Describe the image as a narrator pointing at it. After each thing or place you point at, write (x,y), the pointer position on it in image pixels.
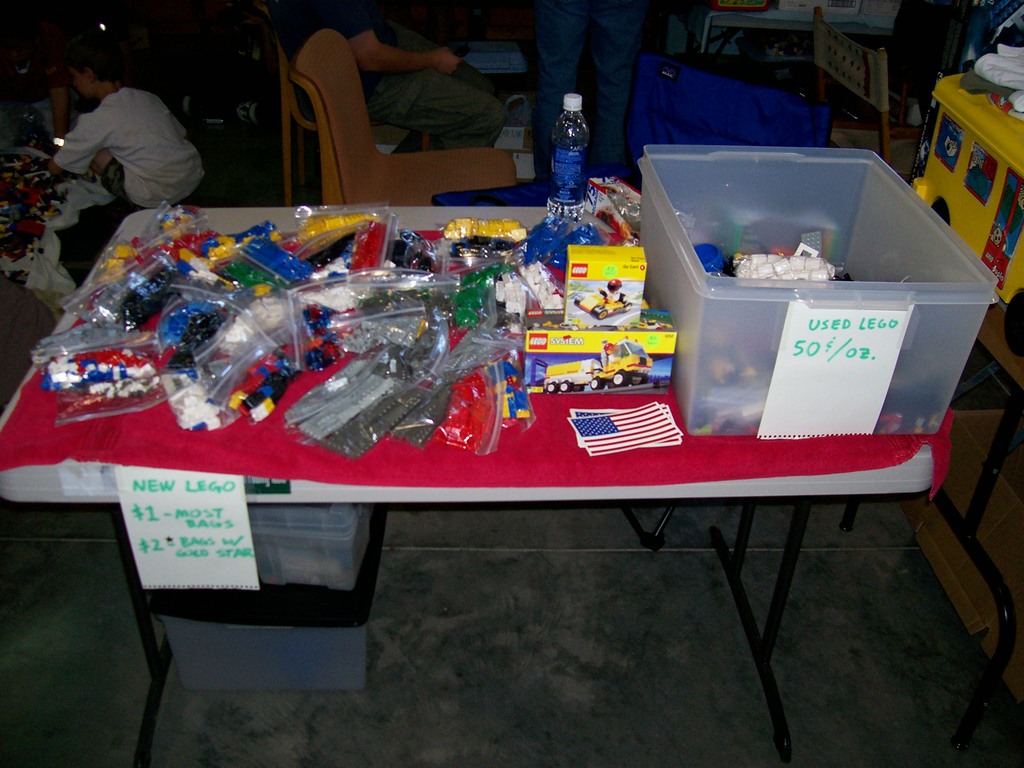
In this picture we can see a table (491,488). On the table (509,489) there are packets (371,355), boxes (566,355), and a bottle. Here we can see a man (456,63) who is sitting on the chair (291,94). And this is floor (845,670).
